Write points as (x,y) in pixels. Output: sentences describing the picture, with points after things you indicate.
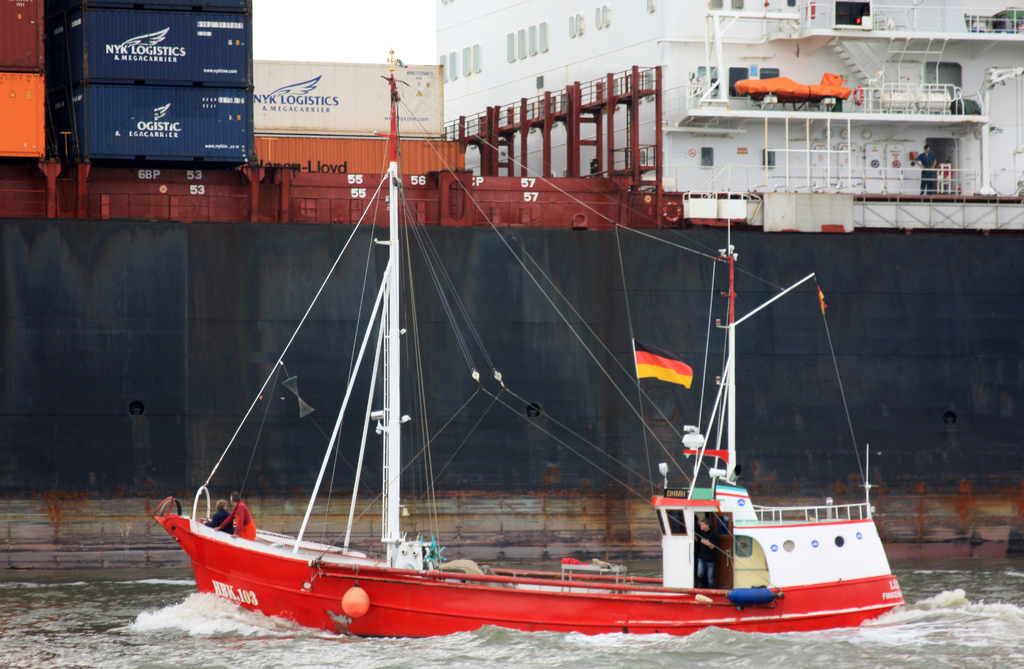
There is a ship (542,622) in the center of the image (659,356), on the water surface (916,587), there are people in it and there are containers (335,90), building structure (849,141), the man (931,174) and sky (374,42) in the background area (343,18).
